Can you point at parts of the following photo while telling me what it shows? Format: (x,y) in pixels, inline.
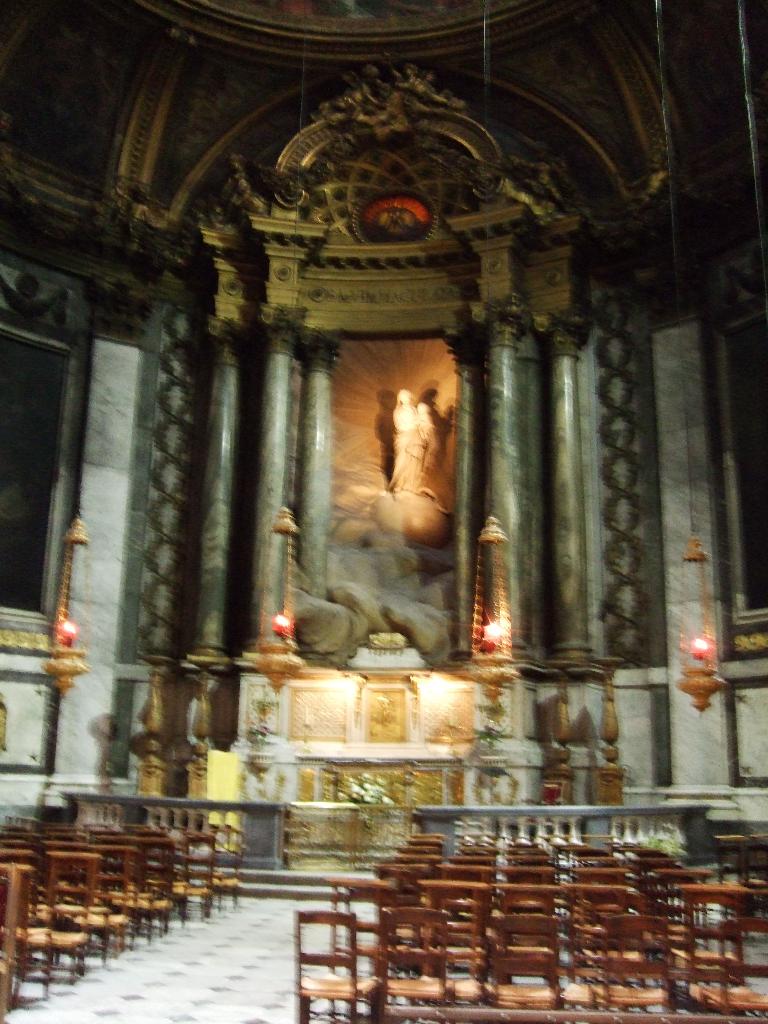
This is the inside view of a church (387,473), where we can see chairs (442,928) are arranged and in the middle of the image (397,469) statue (398,506) is there.
